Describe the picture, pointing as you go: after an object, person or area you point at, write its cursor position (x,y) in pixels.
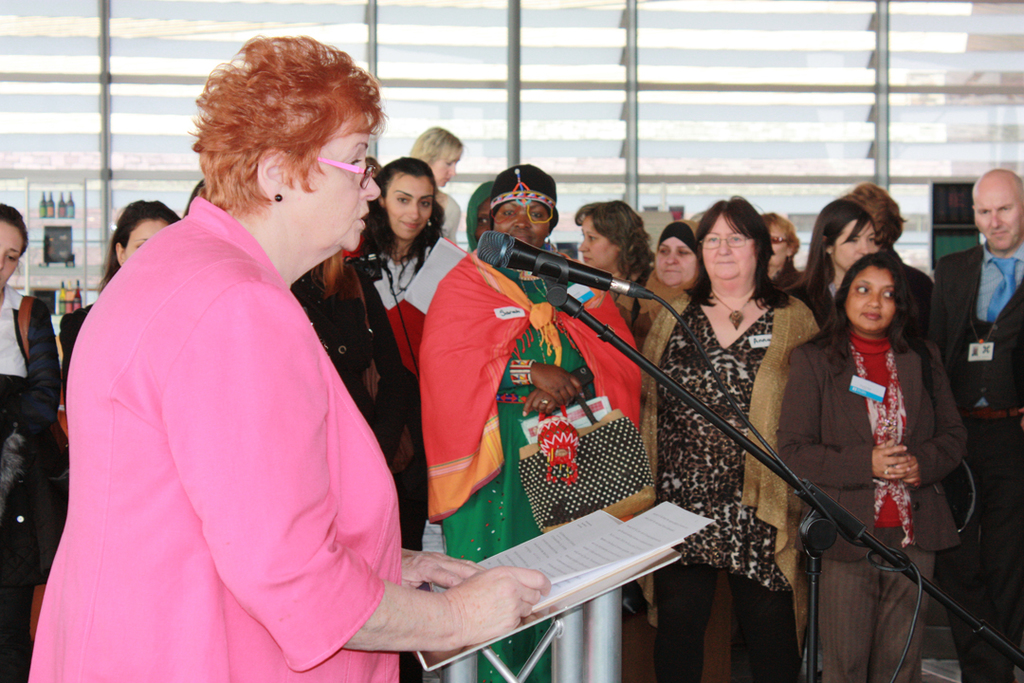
In this picture I can see group of people (525,316) standing. I can see a woman (452,602) standing near the podium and there are papers (504,564) on the podium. I can see a mike (577,266) with a mike stand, and in the background (1022,48) there are some objects (940,232).
